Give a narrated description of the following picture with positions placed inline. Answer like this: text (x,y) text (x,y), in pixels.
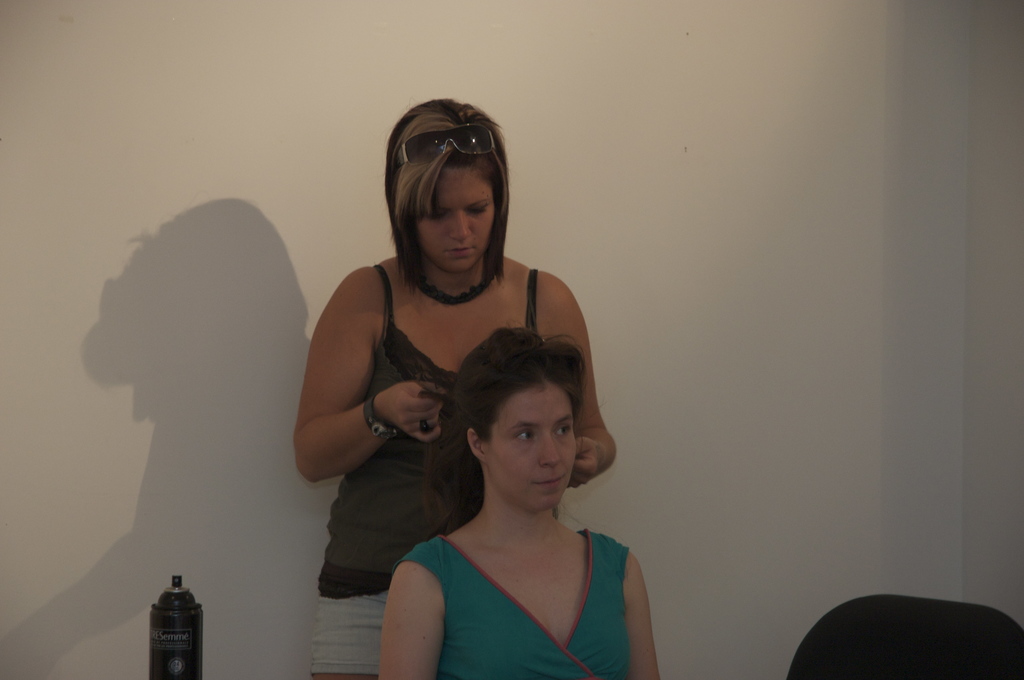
This picture shows a woman (548,473) seated and a woman (485,289) standing on the back (510,284) and holding the hair (460,422) with the hands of another woman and we see a spray bottle (153,647) on the side and we see a chair (895,629) and a wall (537,182) on the back (939,353) and women (476,177) wore sunglasses (432,149) on her head (441,156).
